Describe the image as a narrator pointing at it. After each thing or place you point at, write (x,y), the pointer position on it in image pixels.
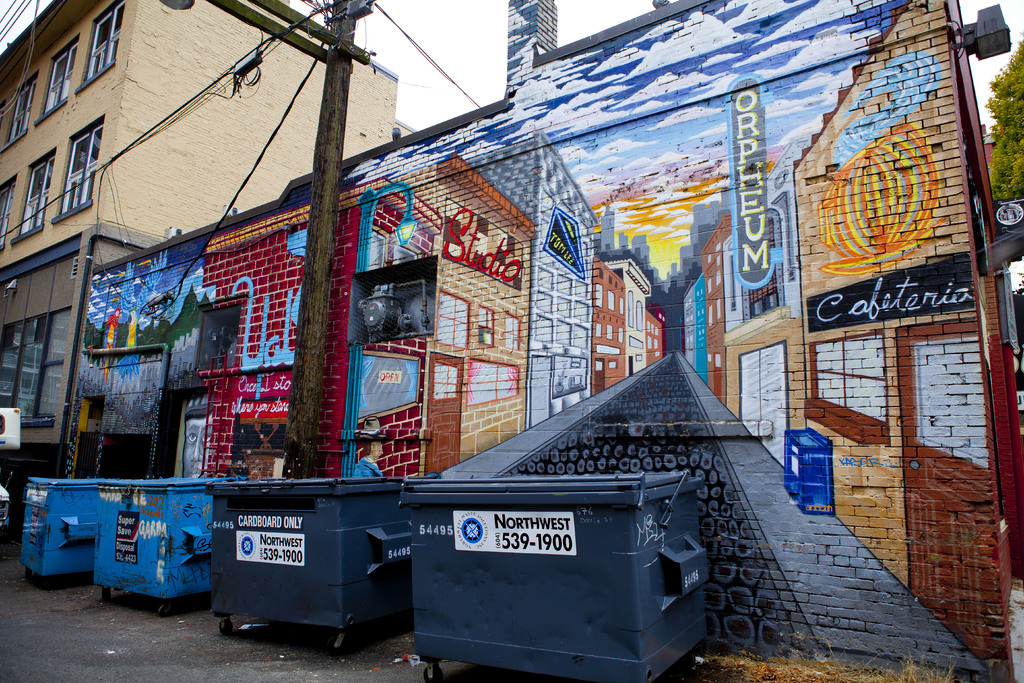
In this image in the center (501,305) is one wall (469,355), on the wall (481,345) there is some art (790,567) and at the bottom (380,538) there are some containers (181,538). On the left side (85,118) there are some buildings (225,132) and in the center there is one pole (322,139) and some wires (272,135), and at the bottom (306,670) there is a road (343,673).
